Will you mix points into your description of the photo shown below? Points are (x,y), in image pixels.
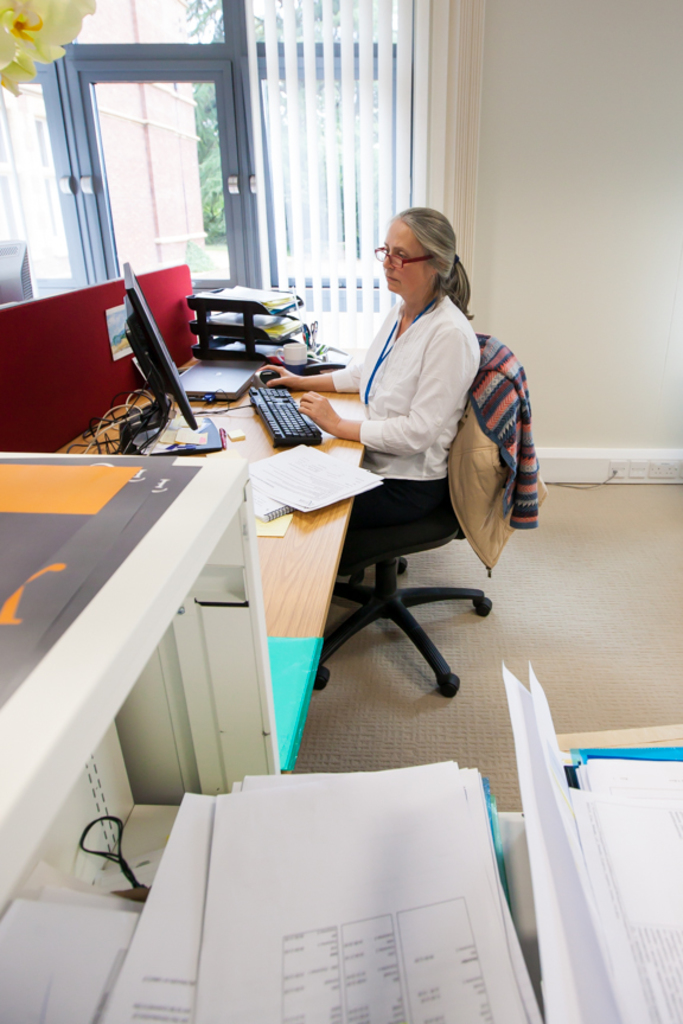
In this image there is a woman (431,445) sitting on a black chair (411,542), she is looking into a computer (161,381). There is a computer (165,370), keyboard (277,401), cup (303,367), papers (283,458), books (272,498), papers (280,489), wires (139,400) on the desk (312,611). At the back (149,231) there is a door (124,170), at the front (259,820) there are papers (622,871) and a machine (64,664).
